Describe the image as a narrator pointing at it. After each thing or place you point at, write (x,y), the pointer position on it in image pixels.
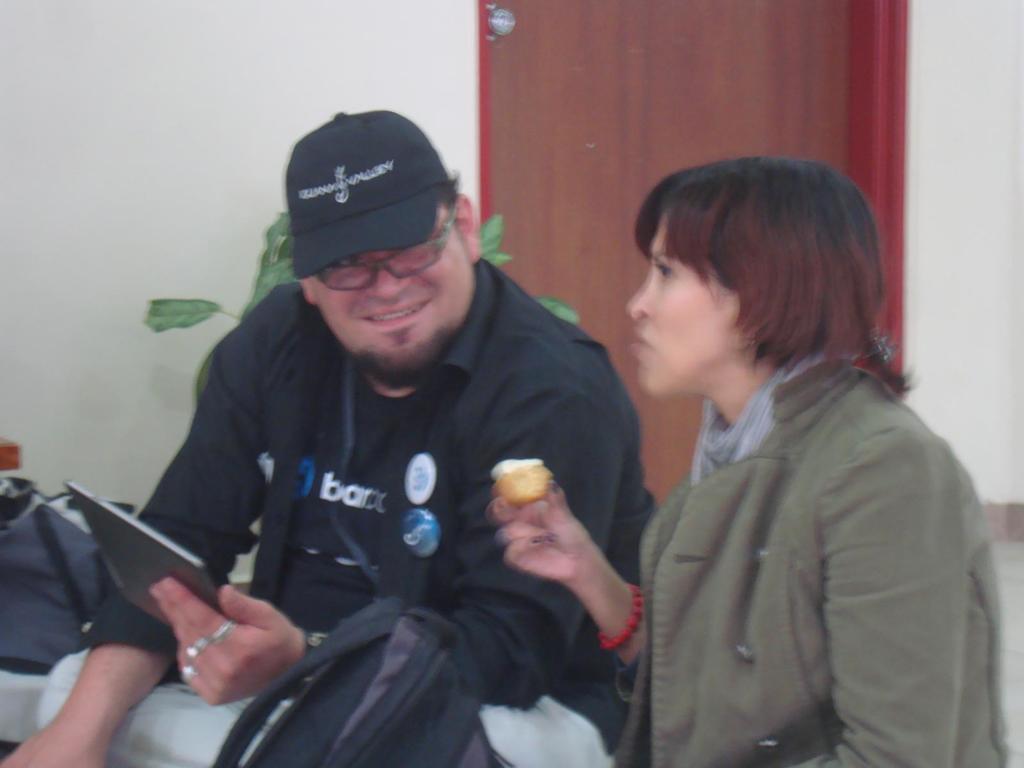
In this picture I can see a woman (731,382) and a man (376,180) holding a tablet (93,510) in his hand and I can see a woman (514,519) holding some food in her hand (527,537) and I can see couple of bags (20,616) and I can see a plant (492,245), door (694,70) and a wall (55,465) in the background (642,160).
